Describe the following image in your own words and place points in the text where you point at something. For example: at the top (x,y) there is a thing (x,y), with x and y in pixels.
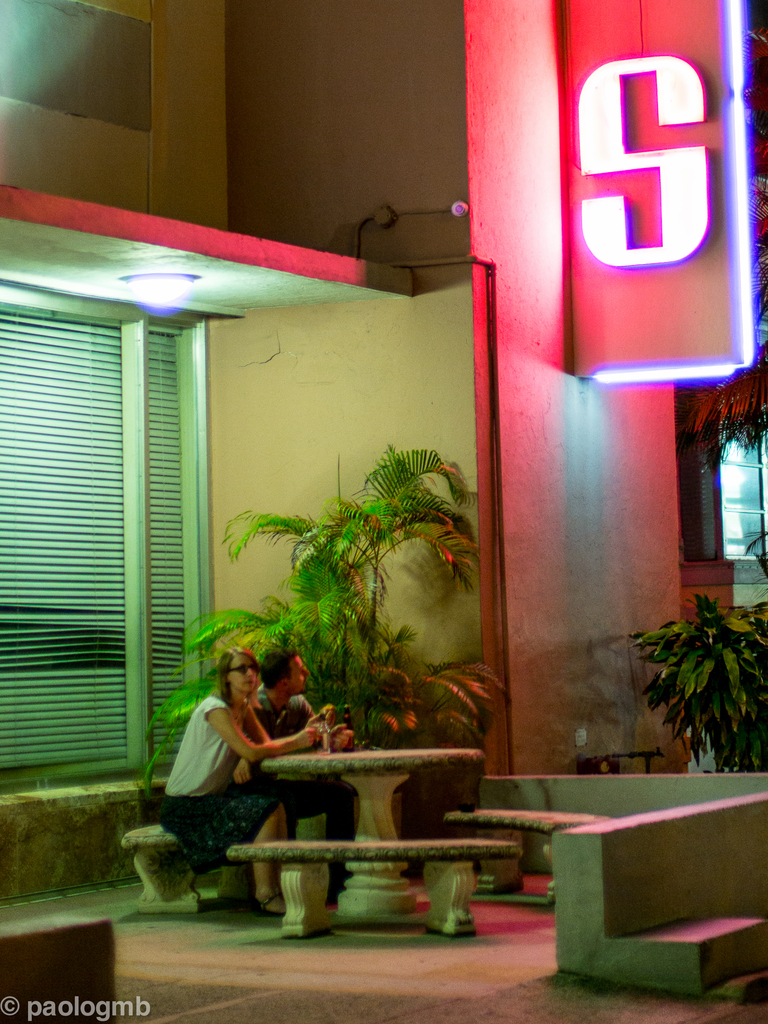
There are two persons (203,851) sitting on the bench (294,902) and in the background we can see a building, plants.
